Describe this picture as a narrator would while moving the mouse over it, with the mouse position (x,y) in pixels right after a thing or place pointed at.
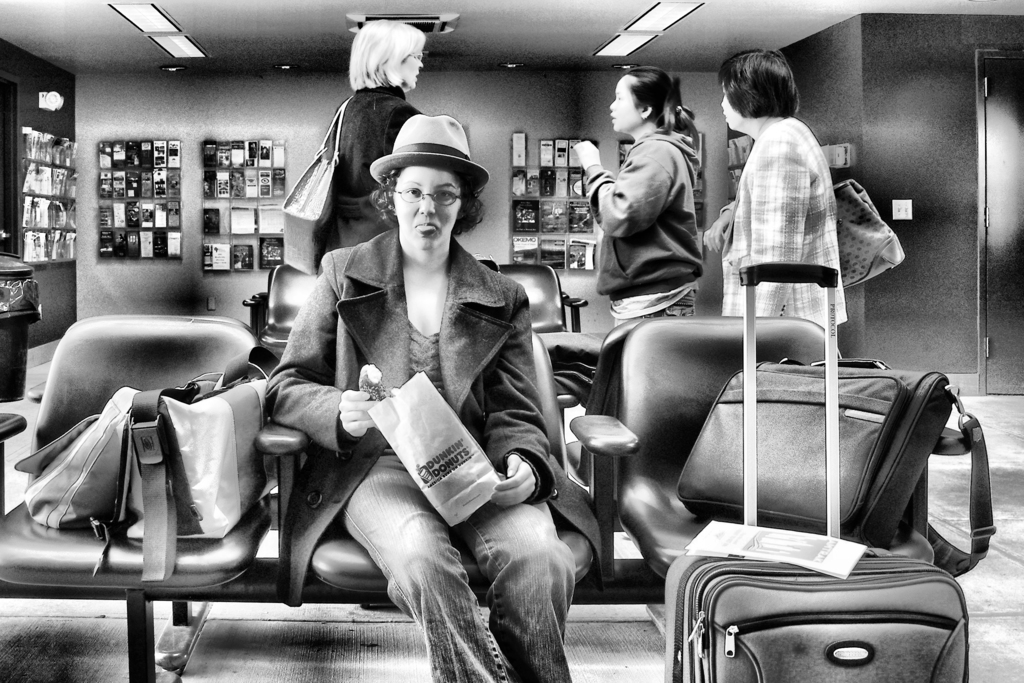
Woman (453,317) sitting on the chair (595,481) holding bag (440,446) and there are near bags (145,446) and back side there are posters (238,184), on the back of the woman (430,331) there are three other woman (592,142) wearing bag (346,102), here in the front (832,593) there is another bag (881,621).
